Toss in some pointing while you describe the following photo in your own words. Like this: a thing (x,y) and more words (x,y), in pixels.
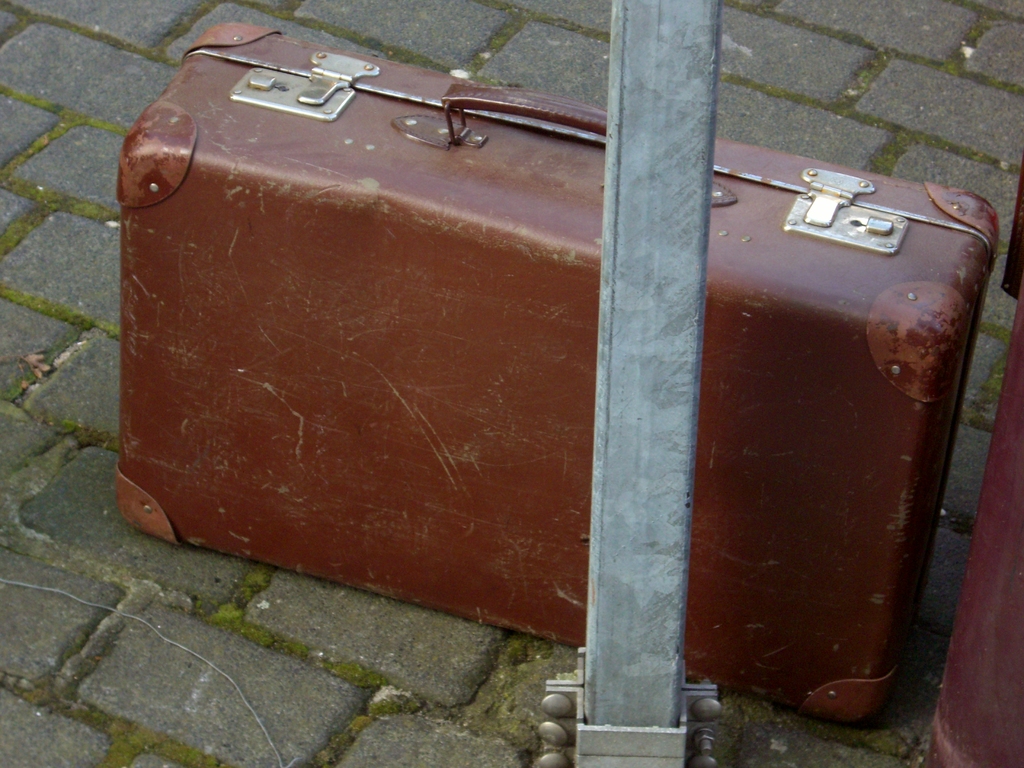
In this image, we can see box (467,299) and holder (497,101). There is a pillar (672,520) in this image. And floor (261,684) we can see.
